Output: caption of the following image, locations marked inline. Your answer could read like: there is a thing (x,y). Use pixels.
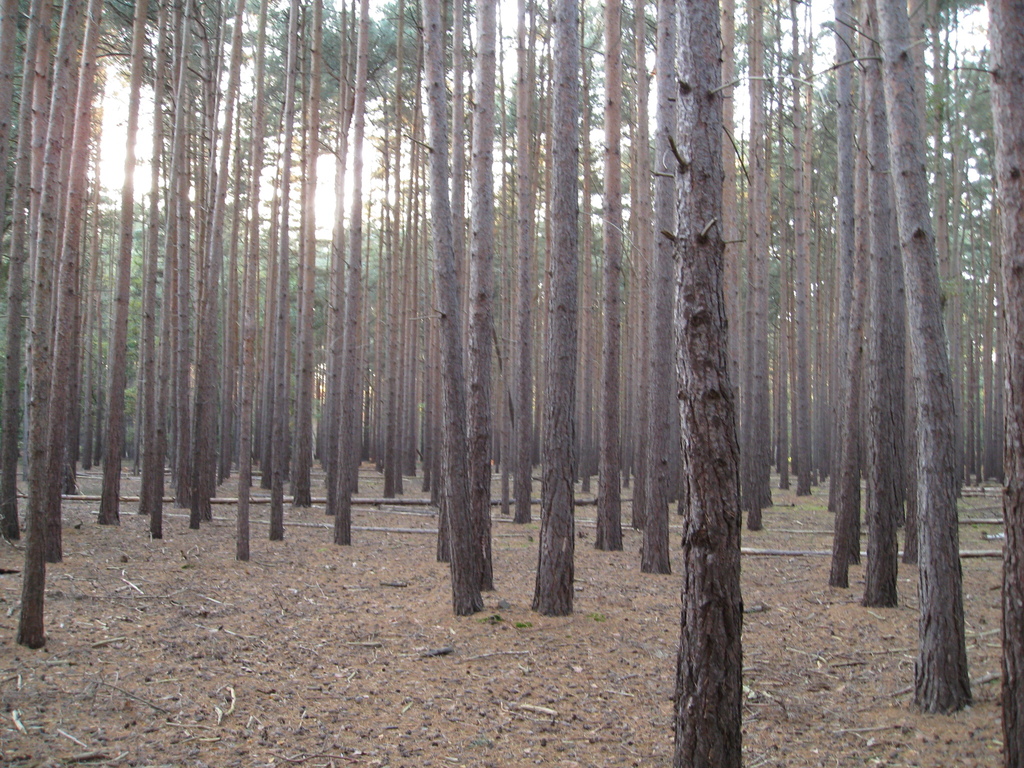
In this image we can see sky (104,133), trees (493,194), ground (498,582) and twigs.
